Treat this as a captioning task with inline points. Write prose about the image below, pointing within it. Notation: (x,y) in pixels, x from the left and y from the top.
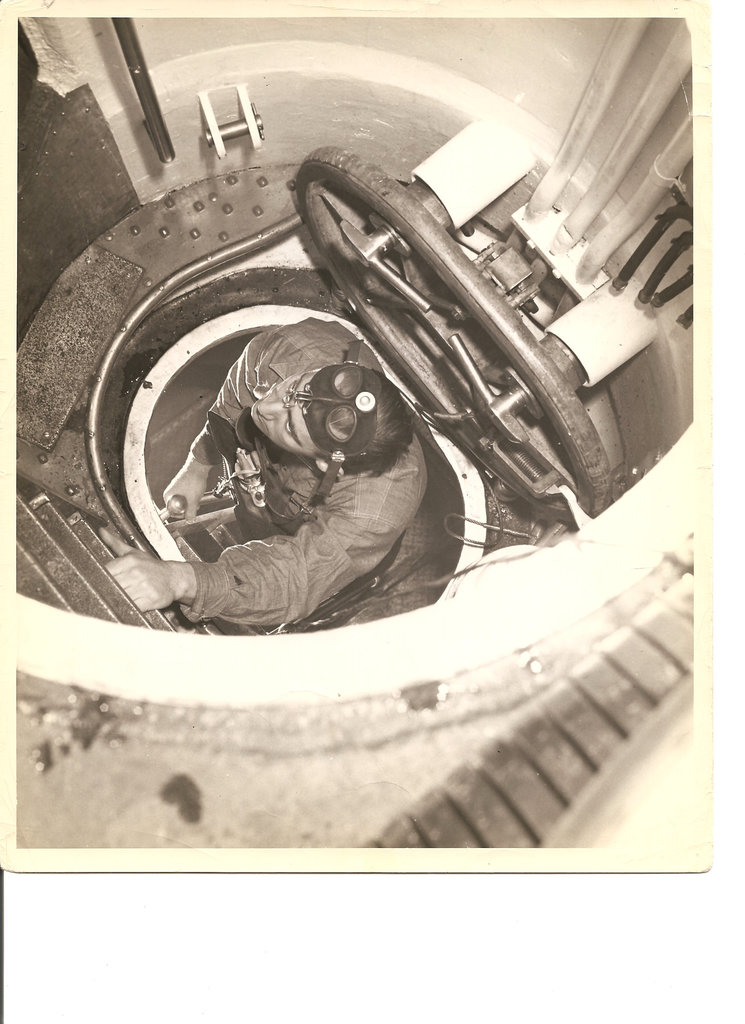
In this image we can see there is a person (236,438) climbing a ladder (184,527). And the object (385,79) looks like a tunnel (239,178).
